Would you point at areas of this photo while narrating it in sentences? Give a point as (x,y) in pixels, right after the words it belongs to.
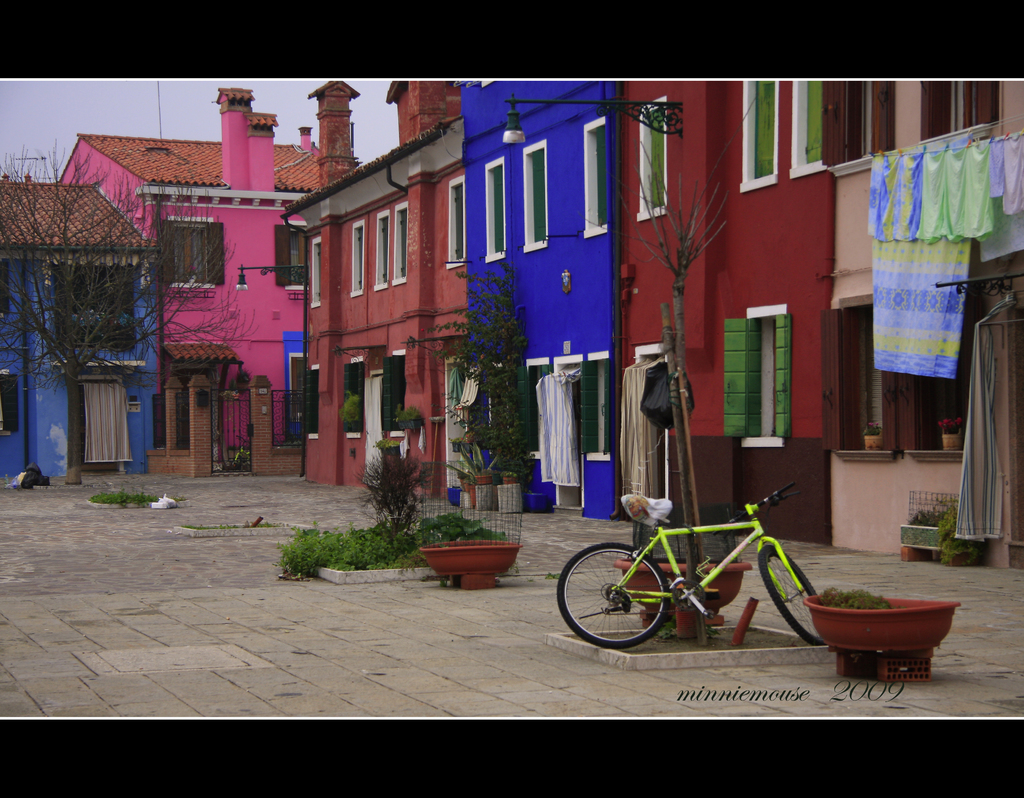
In this image, we can see a few buildings (518,227), trees (486,411), plants (486,425), curtains (454,403). We can see some plants (947,429) in pots (946,444). We can see a bicycle (625,611). We can see the ground (173,593) with some objects (657,608) and the sky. We can also see some text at the bottom (900,694).
